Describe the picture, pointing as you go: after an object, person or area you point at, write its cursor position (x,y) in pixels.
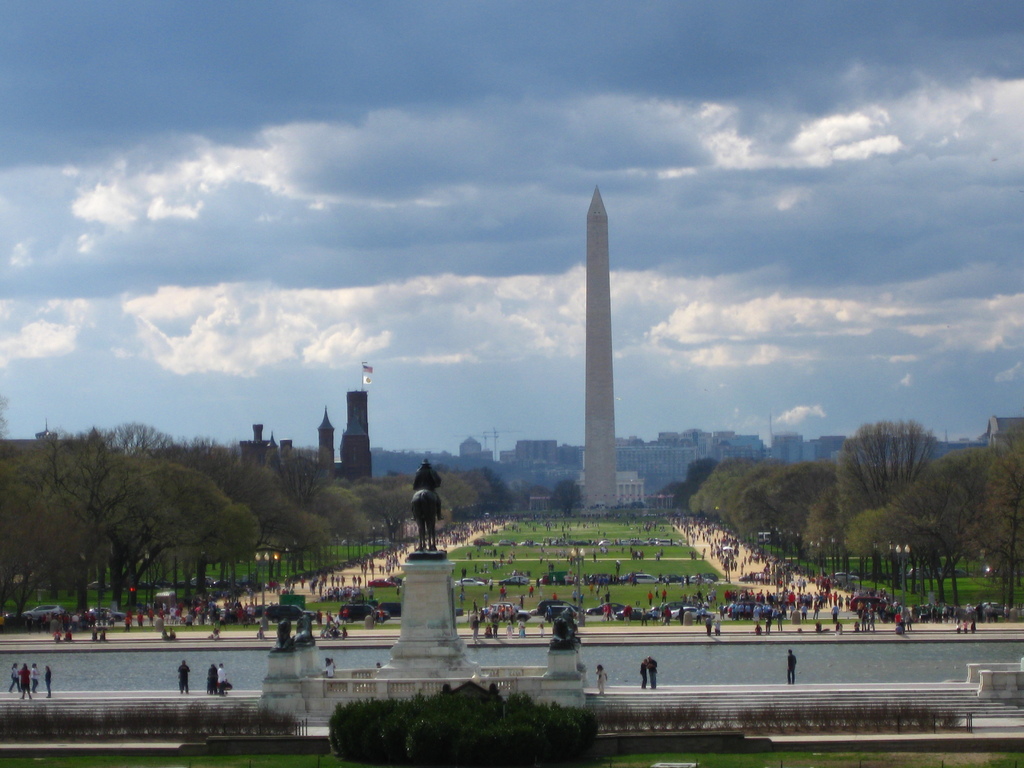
In the background (548,429) we can see the sky (548,429), buildings (636,451), tower cranes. In this picture we can see trees (151,474), people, towers (353,435), vehicles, statues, stairs (932,689), pedestals (268,672), grass (547,570), water (921,662) and few objects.
